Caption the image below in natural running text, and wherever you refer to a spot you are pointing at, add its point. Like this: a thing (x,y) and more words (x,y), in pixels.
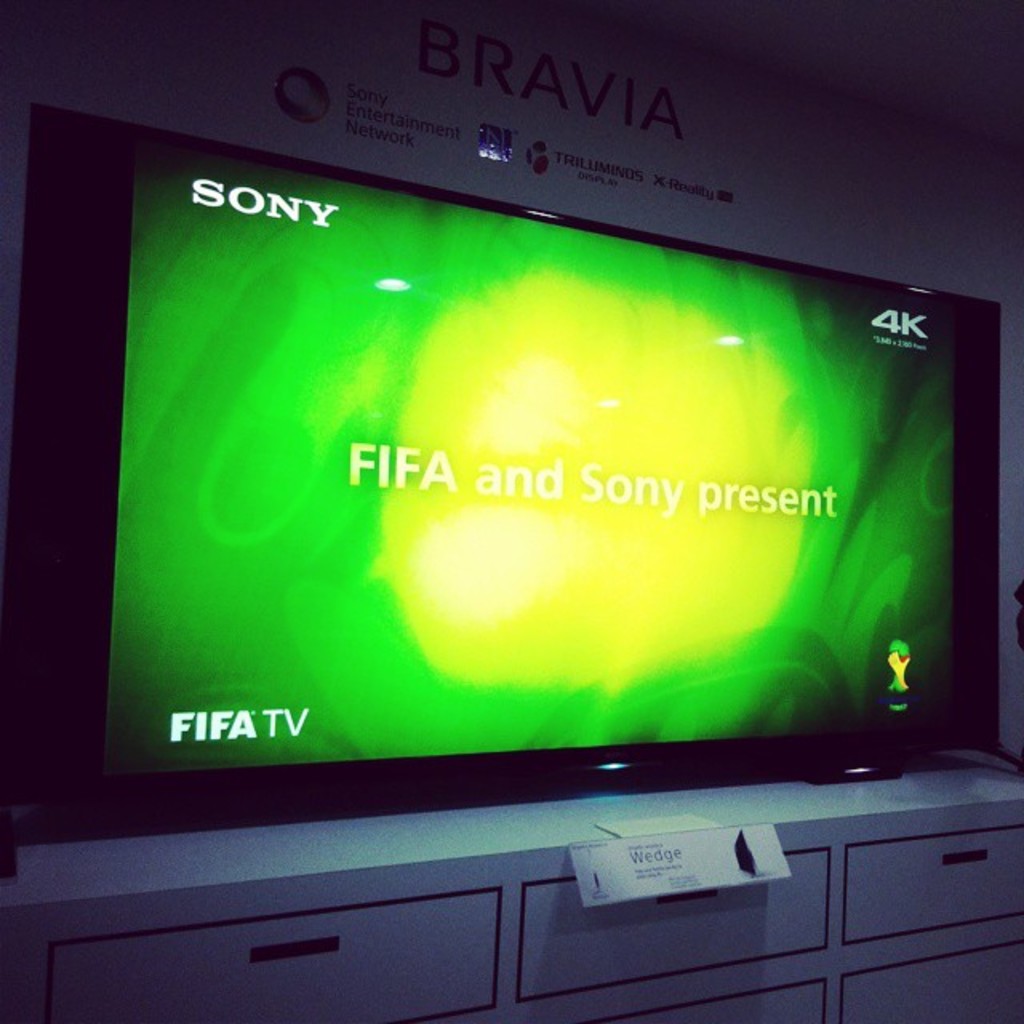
In the picture I can see a television (474,249) is placed on the white color surface (783,892). Here we can see a green color image (337,636) is displayed on it and in the background (250,126), I can see the board (558,125) on which I can see some text (356,111).
